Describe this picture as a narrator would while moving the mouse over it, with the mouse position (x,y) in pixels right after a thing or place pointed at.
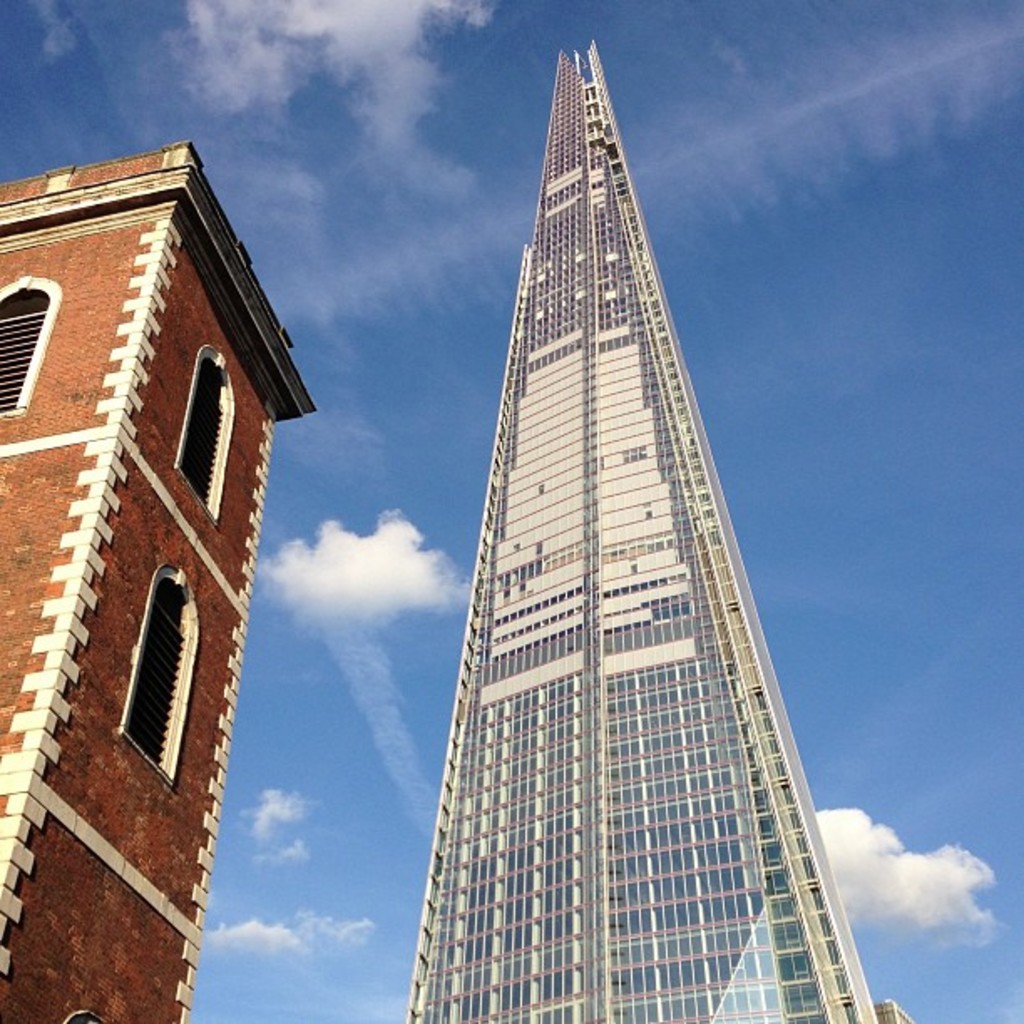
In the picture I can see two tower buildings (261,501). In the background (372,471) I can see the sky (372,471).
